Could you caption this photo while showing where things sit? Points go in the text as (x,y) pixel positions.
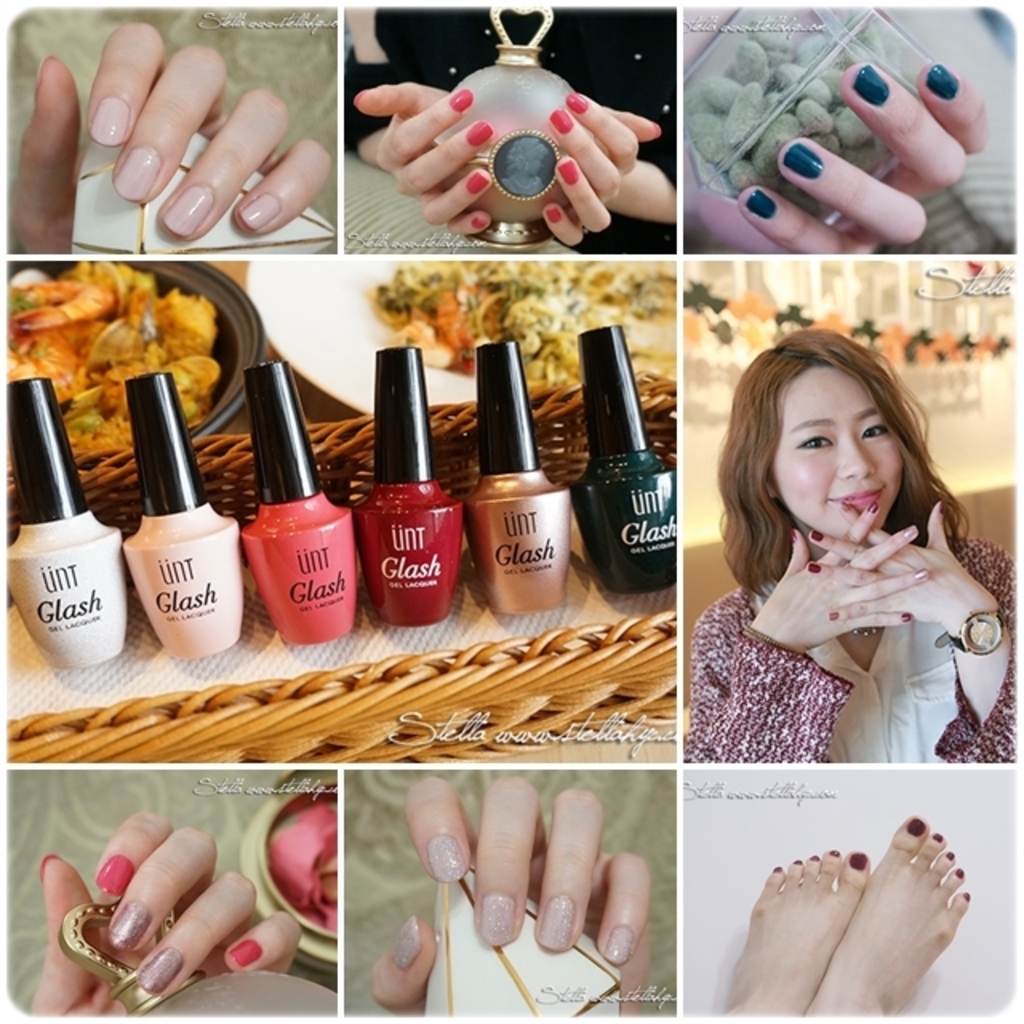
This is a collage image. In this image we can see nail polishes (353,555) and persons (230,126) with nail polish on hands (821,176) and feet (898,943).
